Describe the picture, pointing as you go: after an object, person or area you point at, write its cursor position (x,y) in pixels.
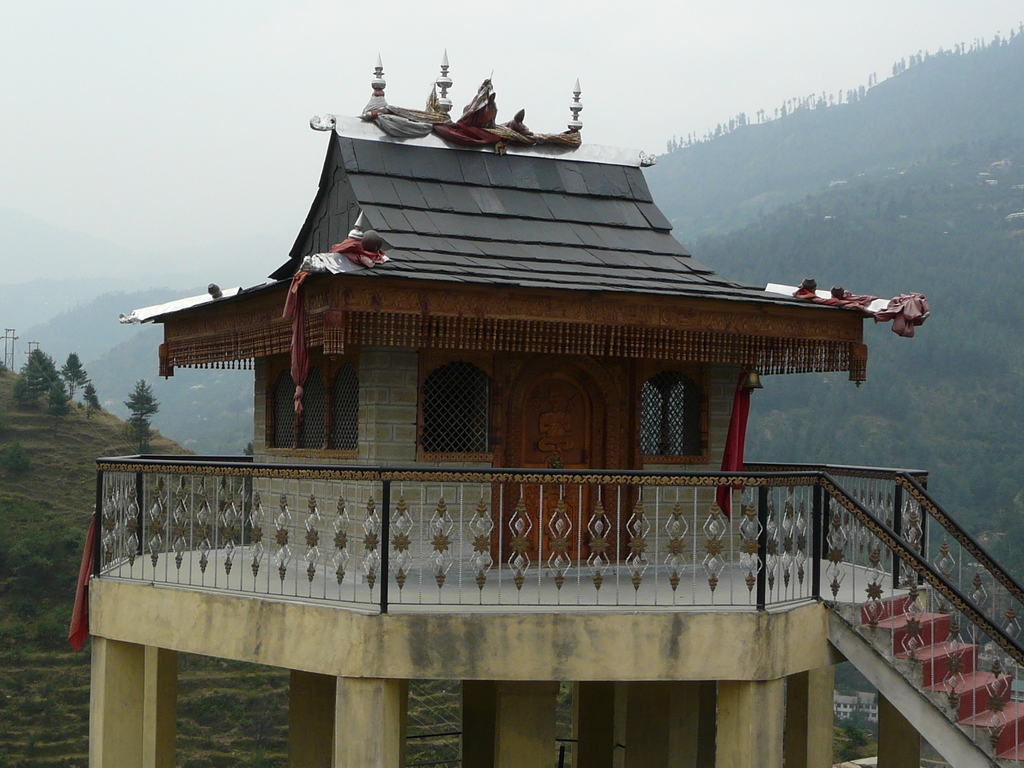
In this image, we can see a house (493,563). We can see the fence (562,581) and some stairs (911,672). We can also see some pillars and some cloth (347,241). There are a few trees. We can see some hills (408,711) and the railing (133,481). We can also see the sky (94,141).
